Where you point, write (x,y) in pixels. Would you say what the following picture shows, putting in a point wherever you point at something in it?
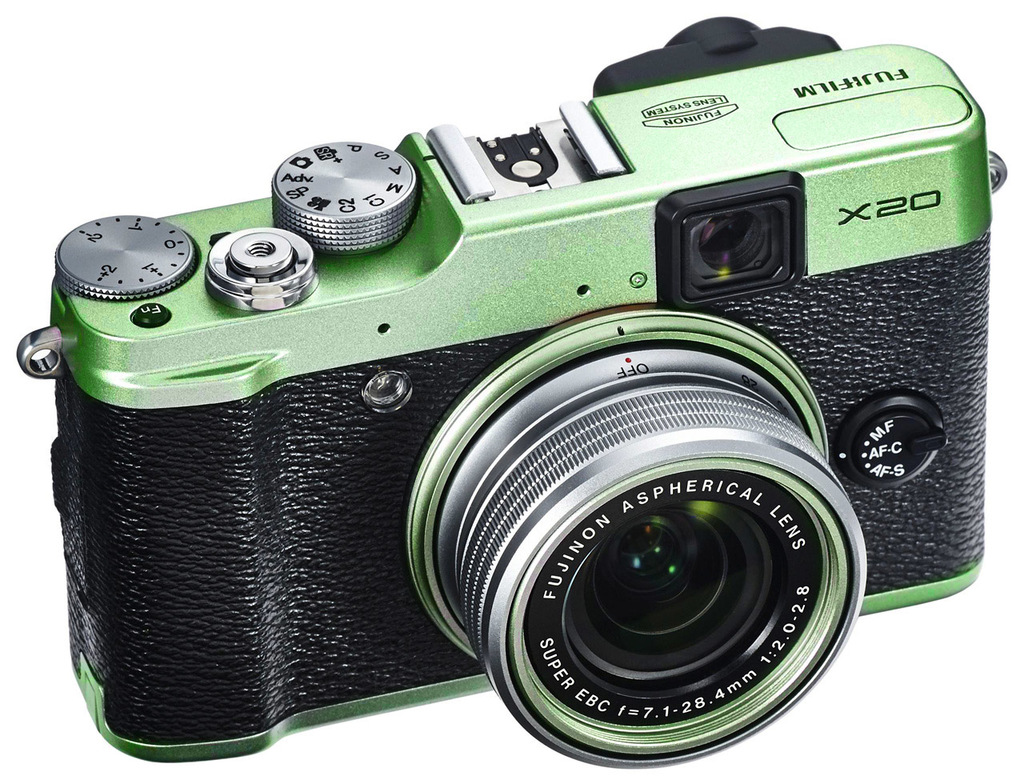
In this picture we can see a camera (400,667) placed on a white platform (759,777).
